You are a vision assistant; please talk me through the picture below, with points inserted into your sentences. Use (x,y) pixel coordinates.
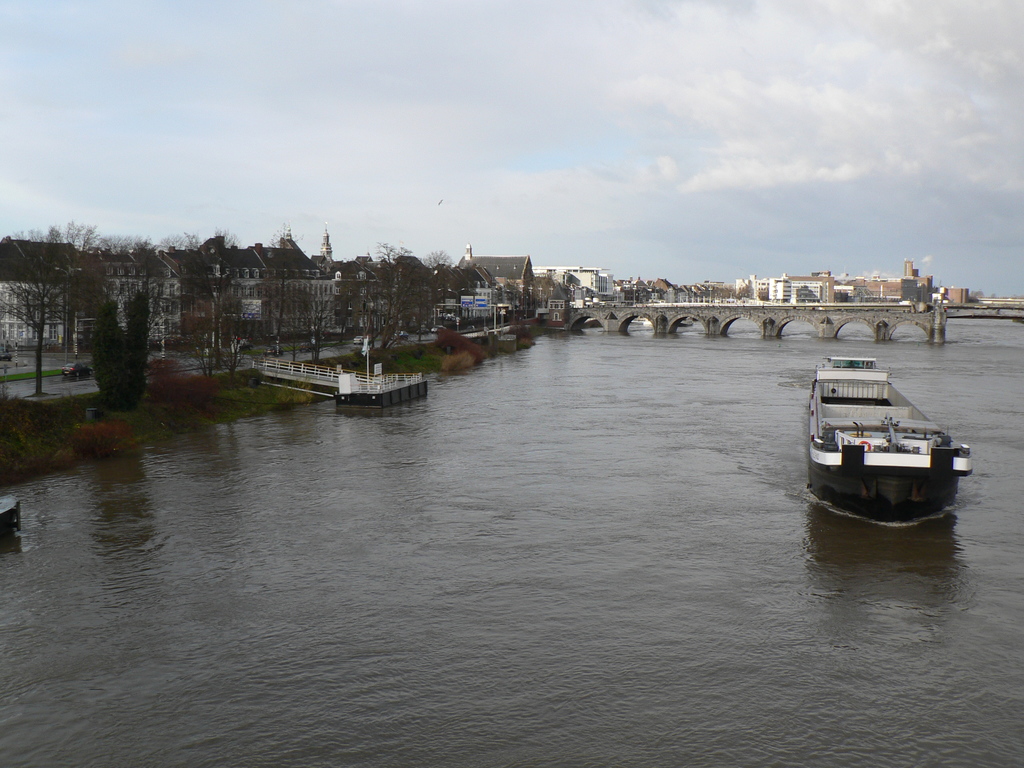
At the bottom (679,622), we see water (687,525) and this water (681,633) might be in the river (676,588). On the right side (953,475), we see a boat (876,410) sailing on the water (963,416). In the middle (669,318), we see an arch bridge (821,318). On the left side (295,366), we see a pole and the railing (339,374). Beside that, we see the trees (101,347), street lights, poles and the buildings (331,296). There are buildings (819,292) in the background (768,287). At the top (533,142), we see the sky (532,131) and the clouds (795,130).
